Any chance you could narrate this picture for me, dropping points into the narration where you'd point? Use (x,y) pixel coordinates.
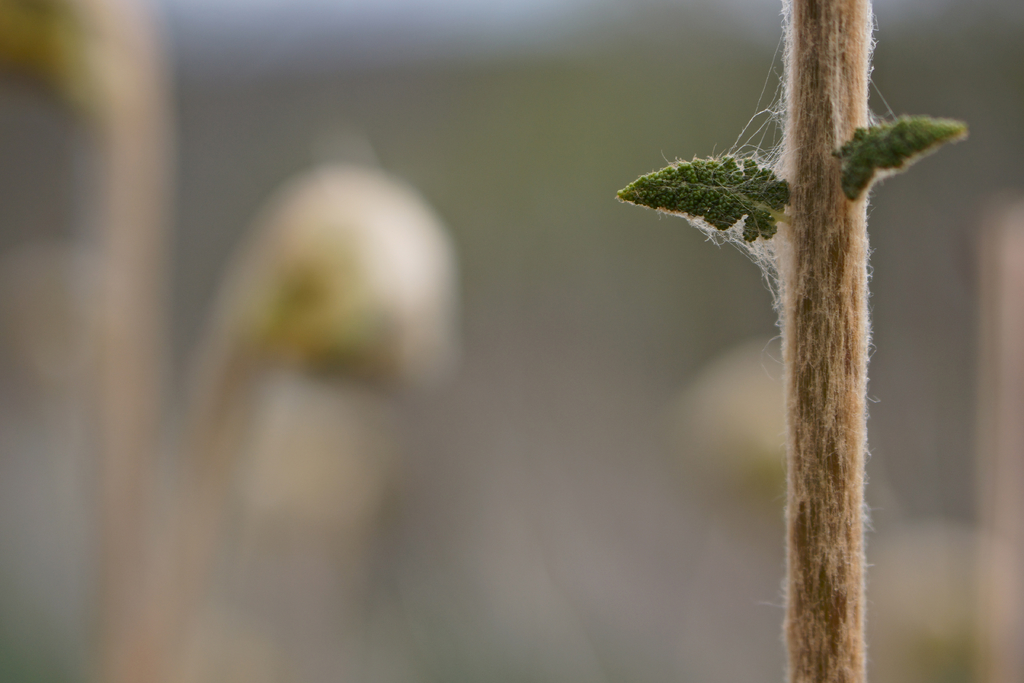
On the right side of the image (761,209) there is a plant (825,384).
